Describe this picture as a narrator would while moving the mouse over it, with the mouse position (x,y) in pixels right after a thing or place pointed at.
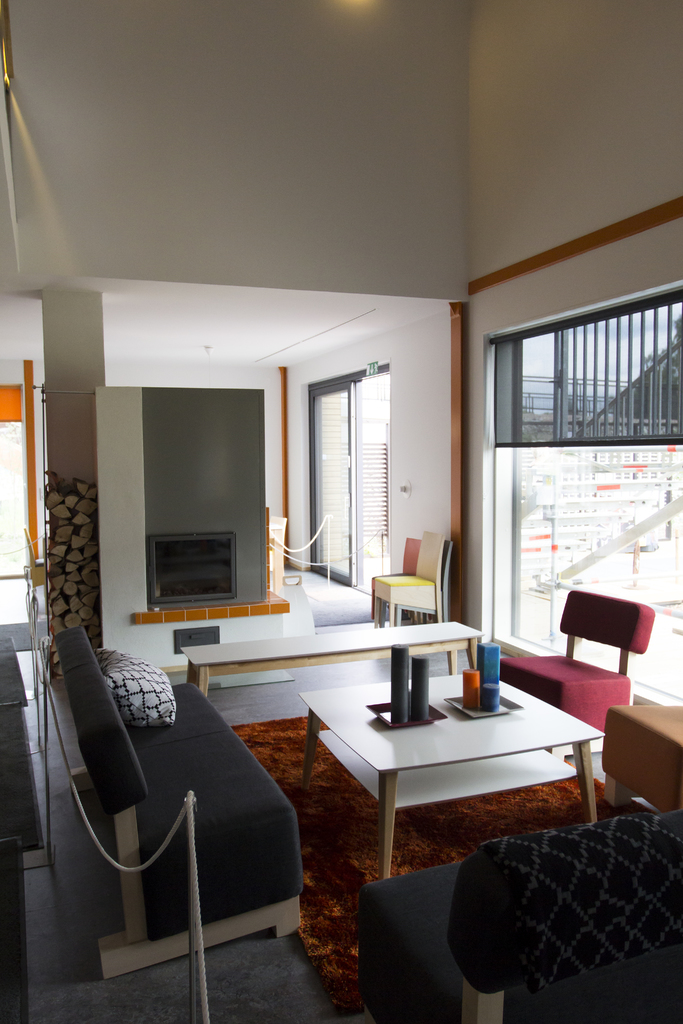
In this picture we can see the inside view of a room (358,312). These are the sofas (469,966) and there is a table (462,757). This is wall (422,489) and these are the chairs (606,683). And there is a glass (340,462).
